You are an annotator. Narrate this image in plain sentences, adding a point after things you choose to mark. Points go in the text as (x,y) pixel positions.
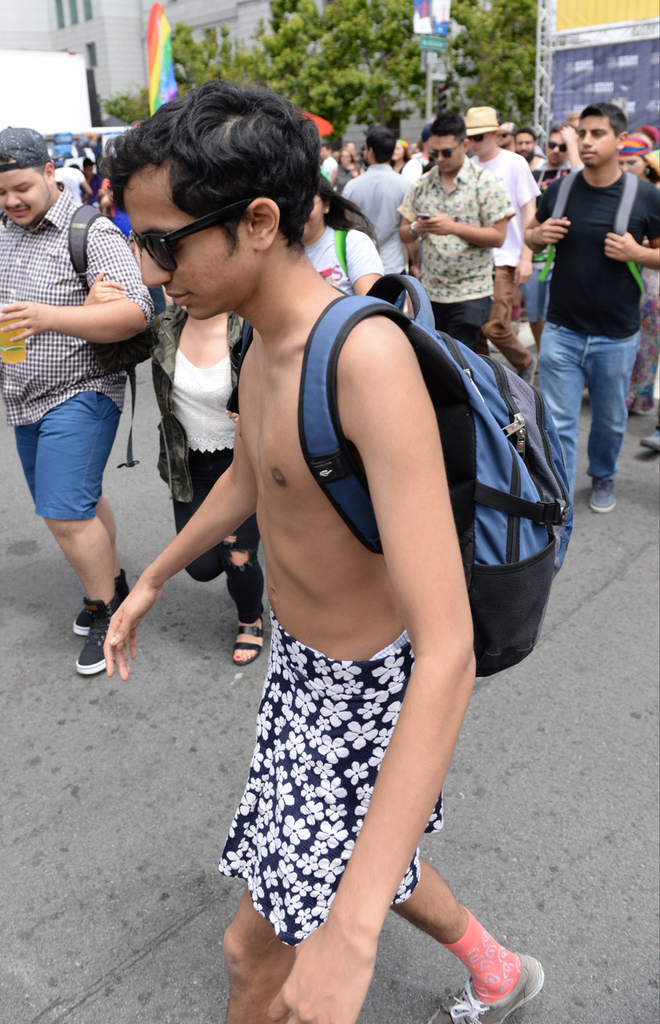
There are people (467,239) walking on the road (186,628). In the background (526,98) we can see flag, boards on pole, trees (198,68) and building (89,53).
